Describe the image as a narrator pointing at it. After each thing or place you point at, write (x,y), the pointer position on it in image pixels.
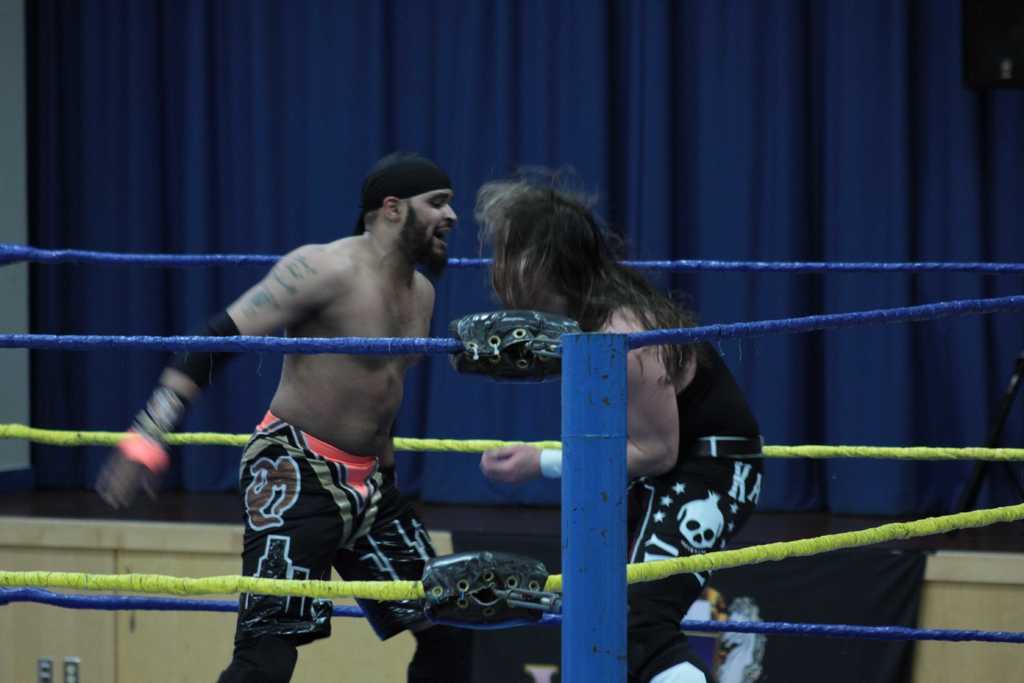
In this image, we can see two people (724,375) are standing. Here there is a pole (603,571) and ropes (65,250). Background (424,470) there is curtain (198,186) and cupboard (170,681).
